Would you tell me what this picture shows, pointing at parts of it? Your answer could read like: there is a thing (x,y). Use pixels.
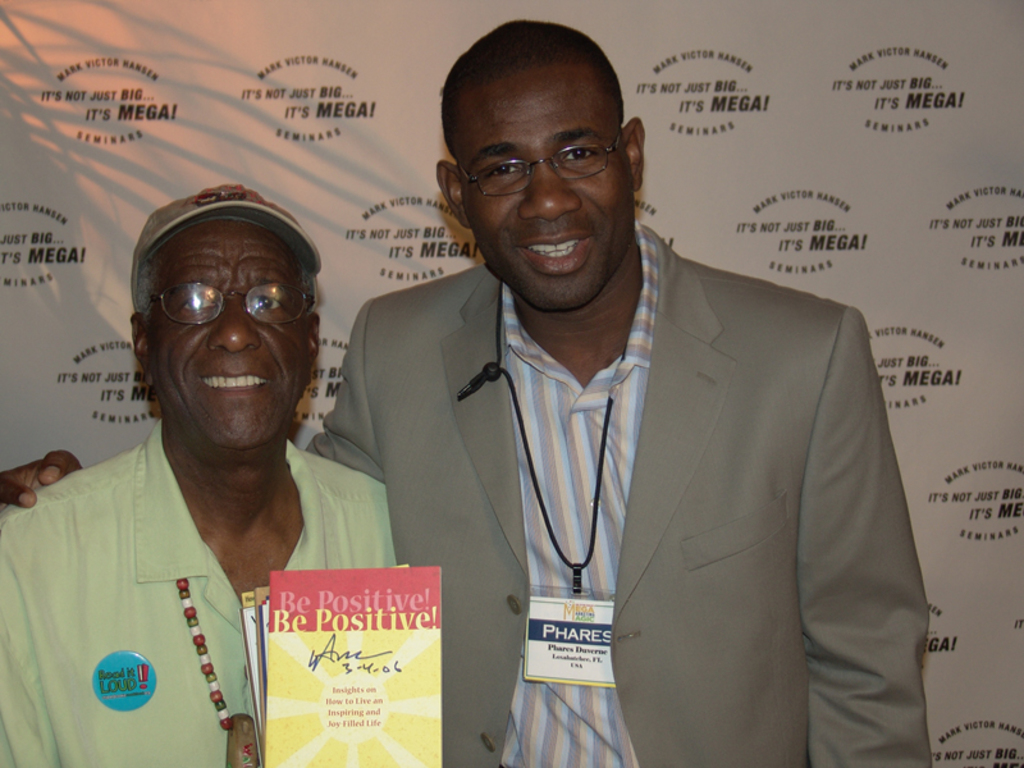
In this image we can see two men (263,551) standing. One man (263,525) is holding books (385,639) in his hand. In the background (846,21), we can see a banner (746,10) with some text (936,228).
